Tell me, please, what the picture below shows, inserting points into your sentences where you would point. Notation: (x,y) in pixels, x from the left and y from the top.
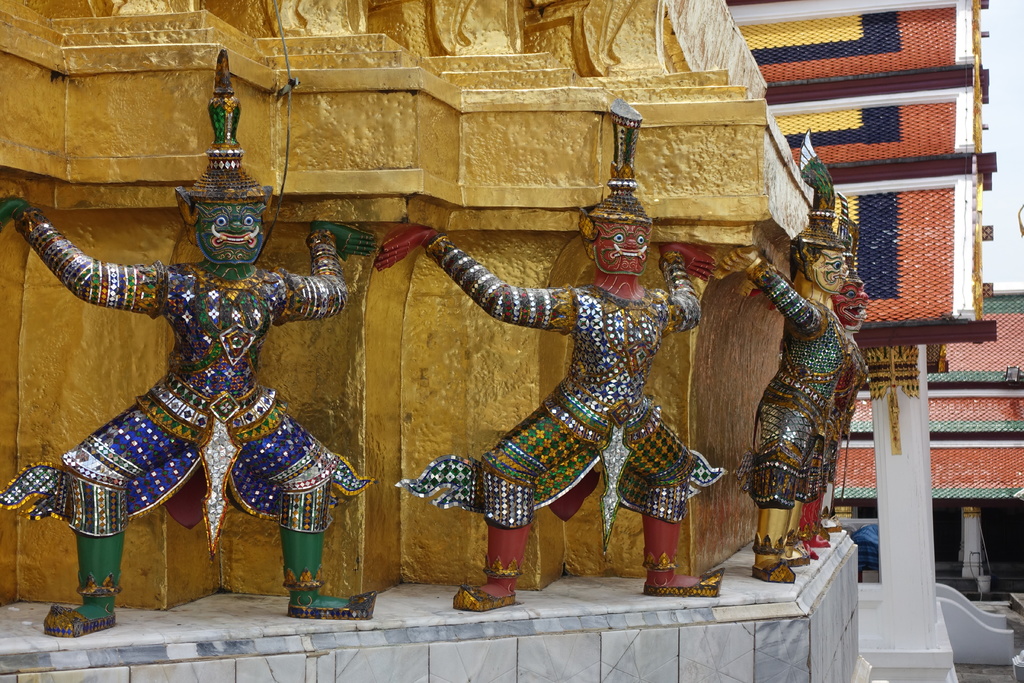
In the foreground of this image (628,365), there are sculptures (632,447) on the wall (396,155) of a structure (454,209) which is having gold paint (547,142) on it. In the background (871,239), it seems like shelters (955,411) and the sky (1013,194).
